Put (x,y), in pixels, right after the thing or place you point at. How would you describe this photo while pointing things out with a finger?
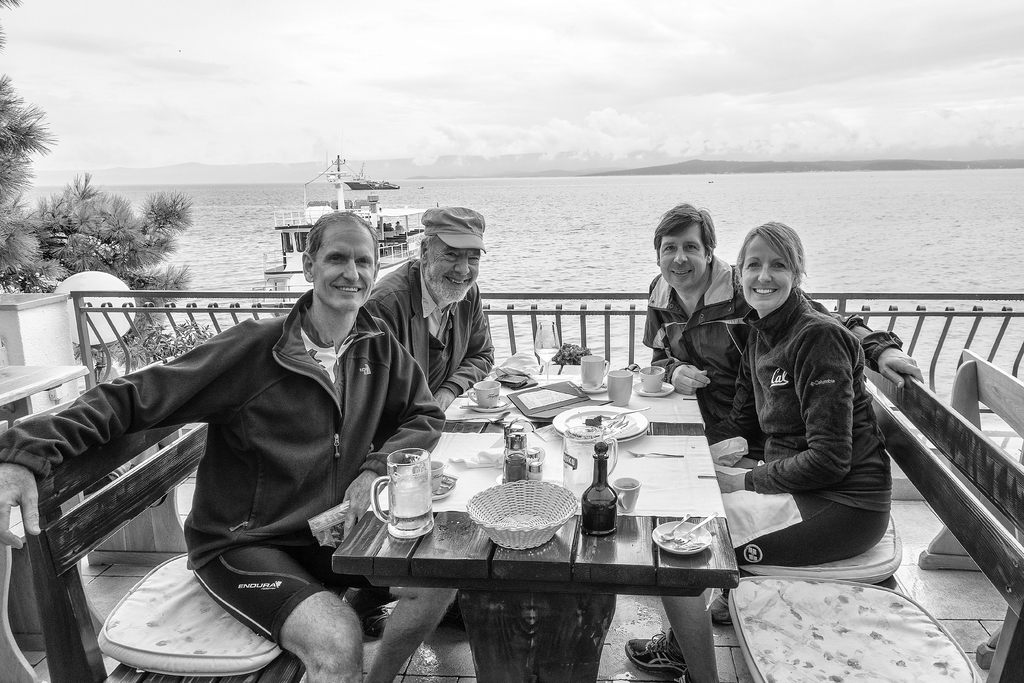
In this image we can see four people (771,360) sitting on the bench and there is a table (458,552) between, them on the table (586,549) there are plates (633,416), cups (658,374), bottles (610,509) and few objects (527,452), in the background (582,221) there is a railing (173,310), a ship (367,202) on the water (622,204), sky (534,55) and tree (53,233) on the left side (57,238).
